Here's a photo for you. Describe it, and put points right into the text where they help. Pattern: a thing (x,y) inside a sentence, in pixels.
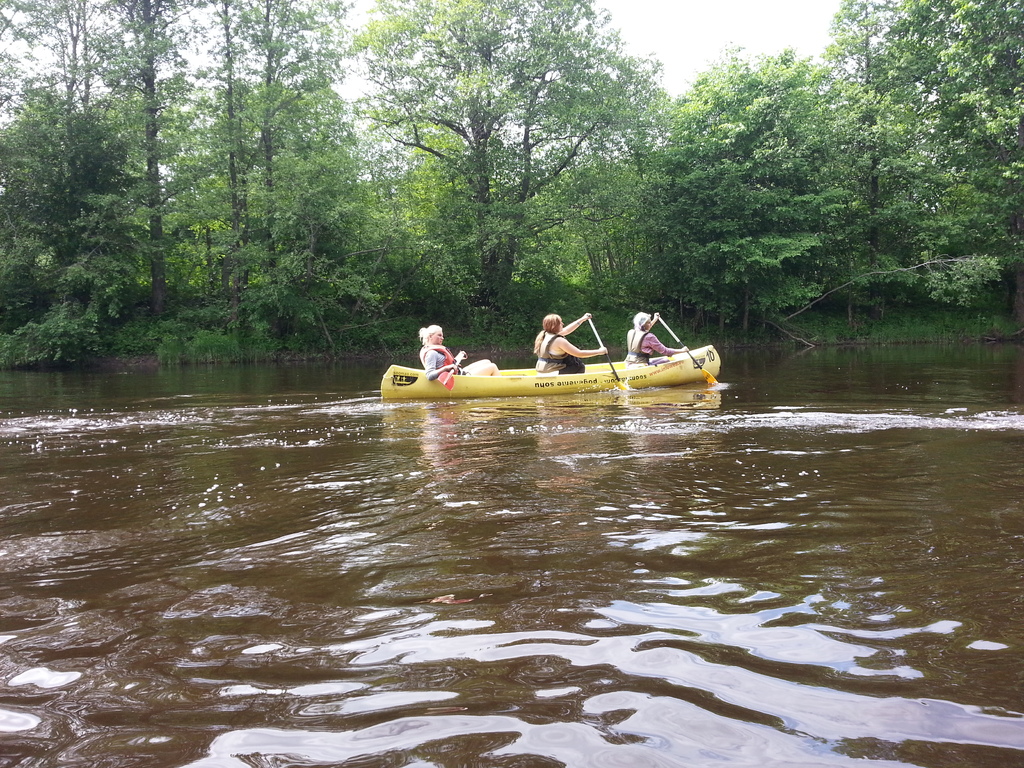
In this picture I can see three people (494,369) sitting in the boat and holding paddles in their hands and I can see water (462,509), trees (627,290) in the background (639,55) and a cloudy sky (547,75).
